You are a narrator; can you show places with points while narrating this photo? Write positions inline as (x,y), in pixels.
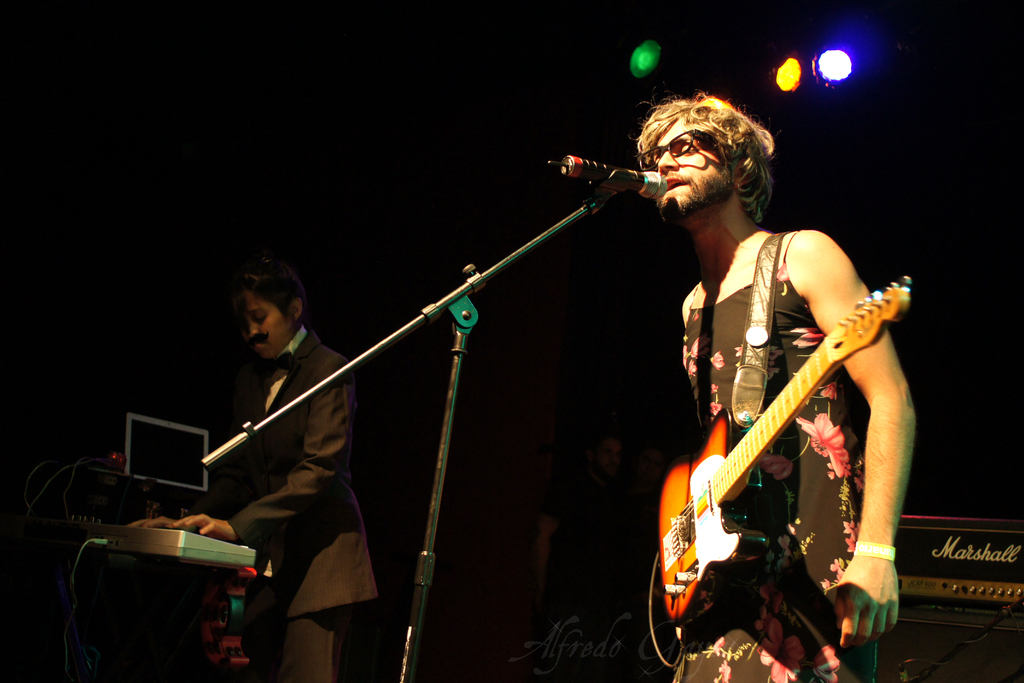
In this picture there are two guys (734,180), the man (723,272) is holding the guitar (735,435) and singing through the mic (643,180). The lady (308,359) is operating the piano (196,538). In the background (964,543) we can find a box (985,531) with Marshall (984,555) written on it and there are three color lights (846,72) placed on the roof (635,59), here are also people (613,455) standing behind in the image.
